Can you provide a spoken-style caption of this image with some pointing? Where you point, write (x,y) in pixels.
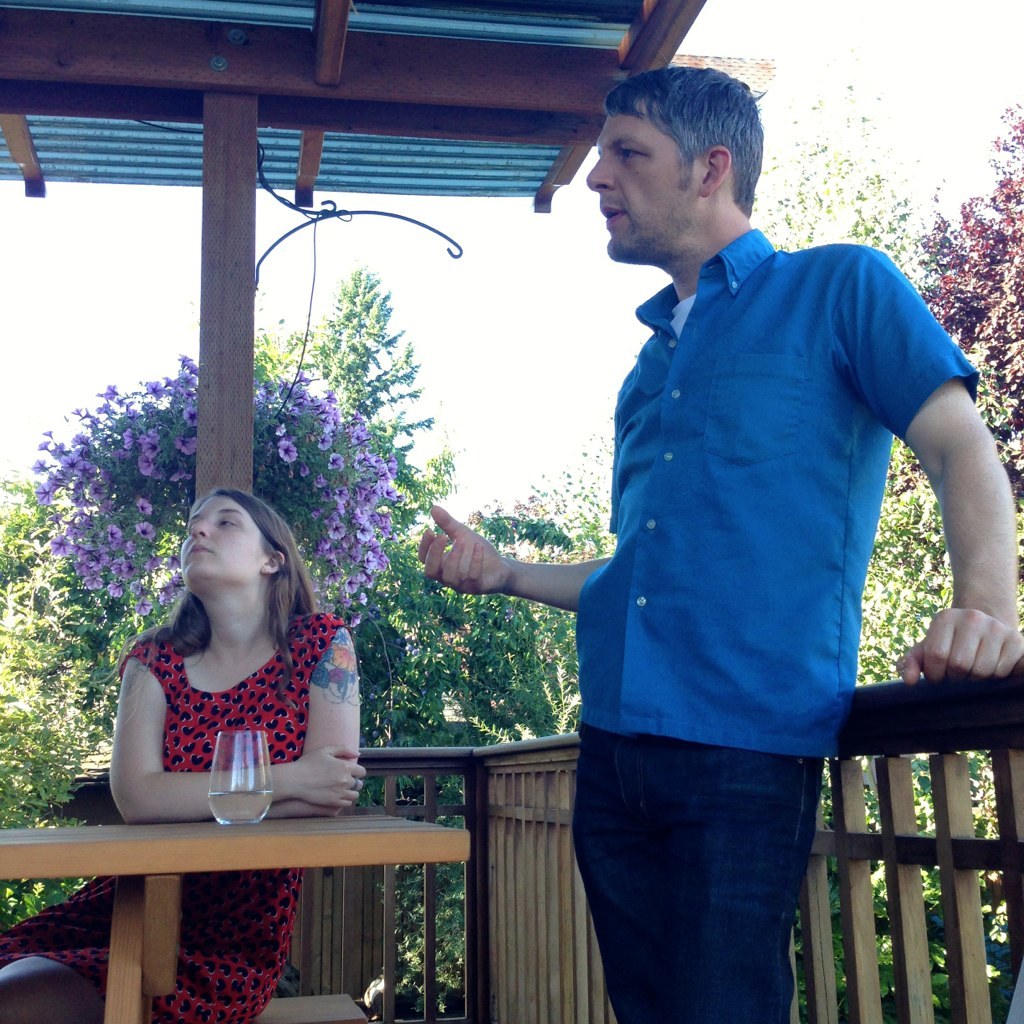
At the top (595,237) we can see sky (461,323) and it seems like a sunny day. These are flower plants (113,480). We can see trees (942,274) here. Here we can see one man (650,988) standing wearing a blue colour shirt (773,486). Here we can see one girl (180,721) sitting on a chair (272,1003) in front of a table (203,848) and on the table (311,832) we can see a glass (269,791).
